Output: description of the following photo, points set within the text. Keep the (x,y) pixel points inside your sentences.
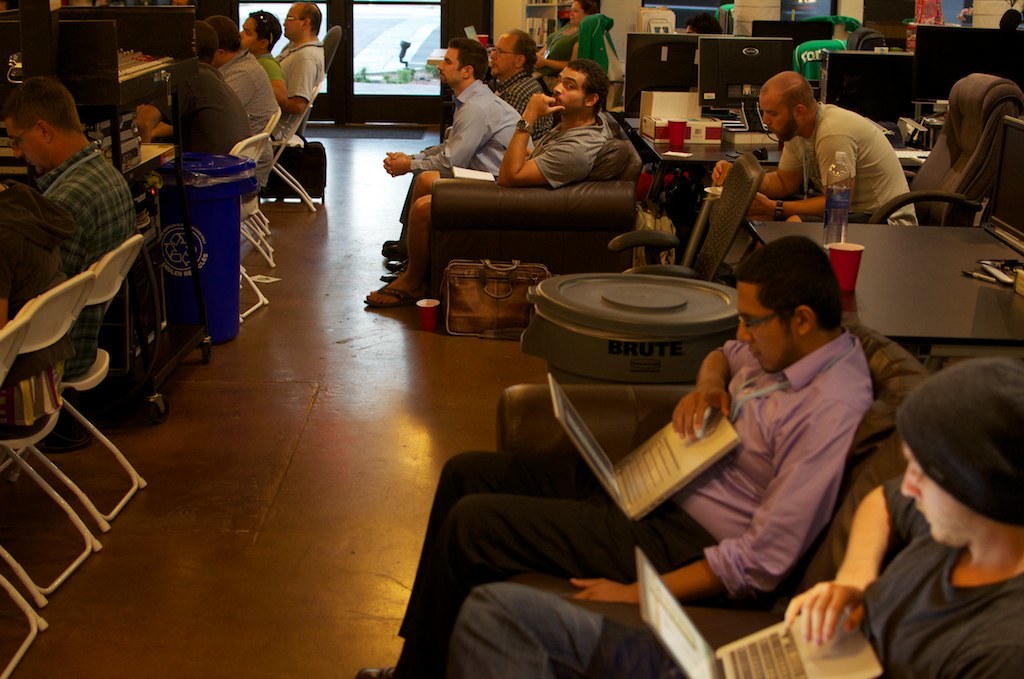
In this image I can see people (406,261) sitting on chairs (107,357) and sofas (630,428). Some of them are holding laptops (623,480). Here I can see a table (908,267) which has bottle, glass (837,271) and other objects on it. In the background (708,50) I can see monitors (719,92) and some other objects (603,58) on the floor (274,447).
